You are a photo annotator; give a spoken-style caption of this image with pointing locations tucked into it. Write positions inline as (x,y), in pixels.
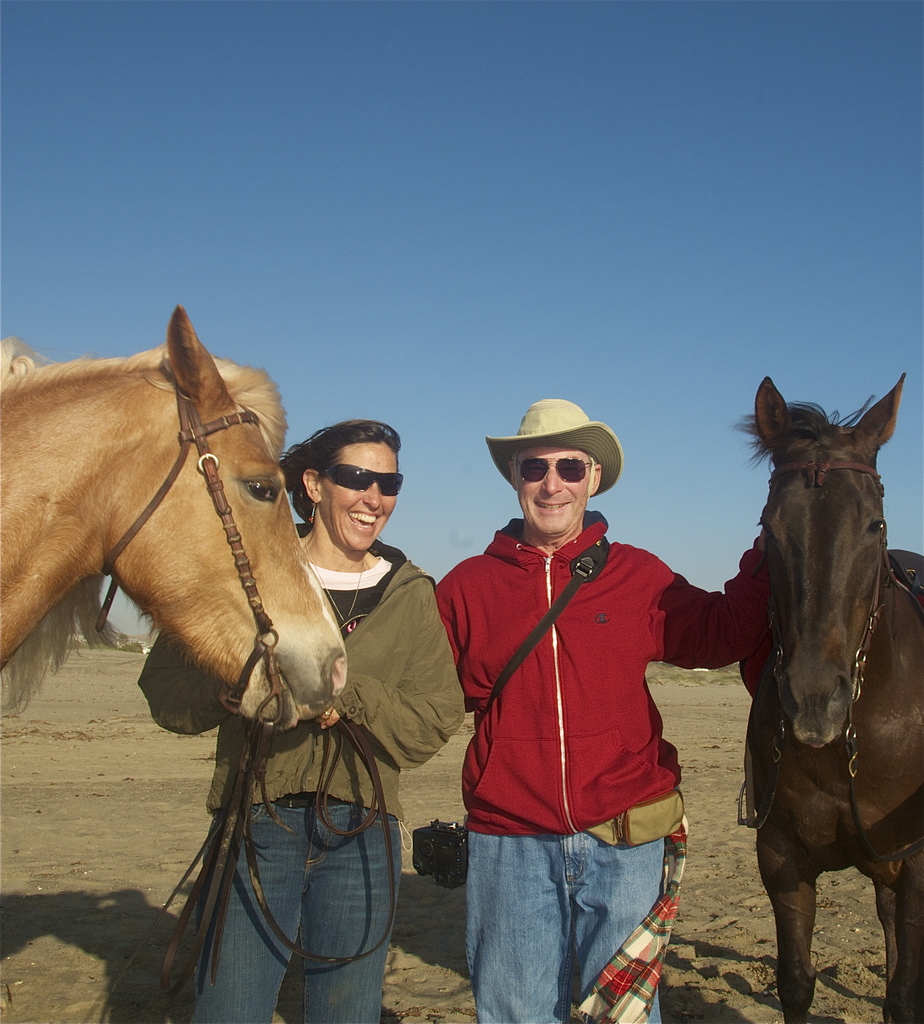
In this picture outside the city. There are two persons (515,646) standing and smiling and at the left (115,411) and at the right (834,624) there are horse (151,422). At the bottom (108,818) there is a sand (61,883), at the top (459,115) there is a sky (459,115).
